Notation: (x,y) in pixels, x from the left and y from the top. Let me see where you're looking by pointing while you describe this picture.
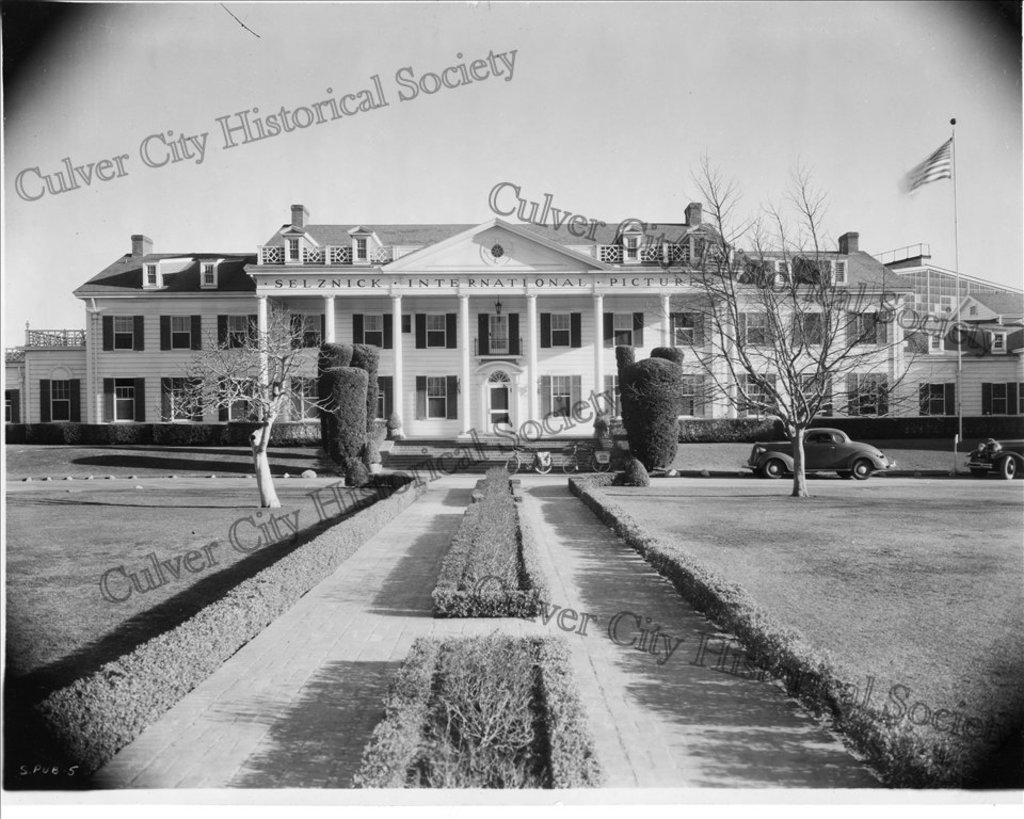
In this image I can see the vehicles (854,447), trees (269,488), flag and the building (489,371) with windows (428,345). In the background (400,191) I can see the sky (411,79). I can see this is a black and white image.
